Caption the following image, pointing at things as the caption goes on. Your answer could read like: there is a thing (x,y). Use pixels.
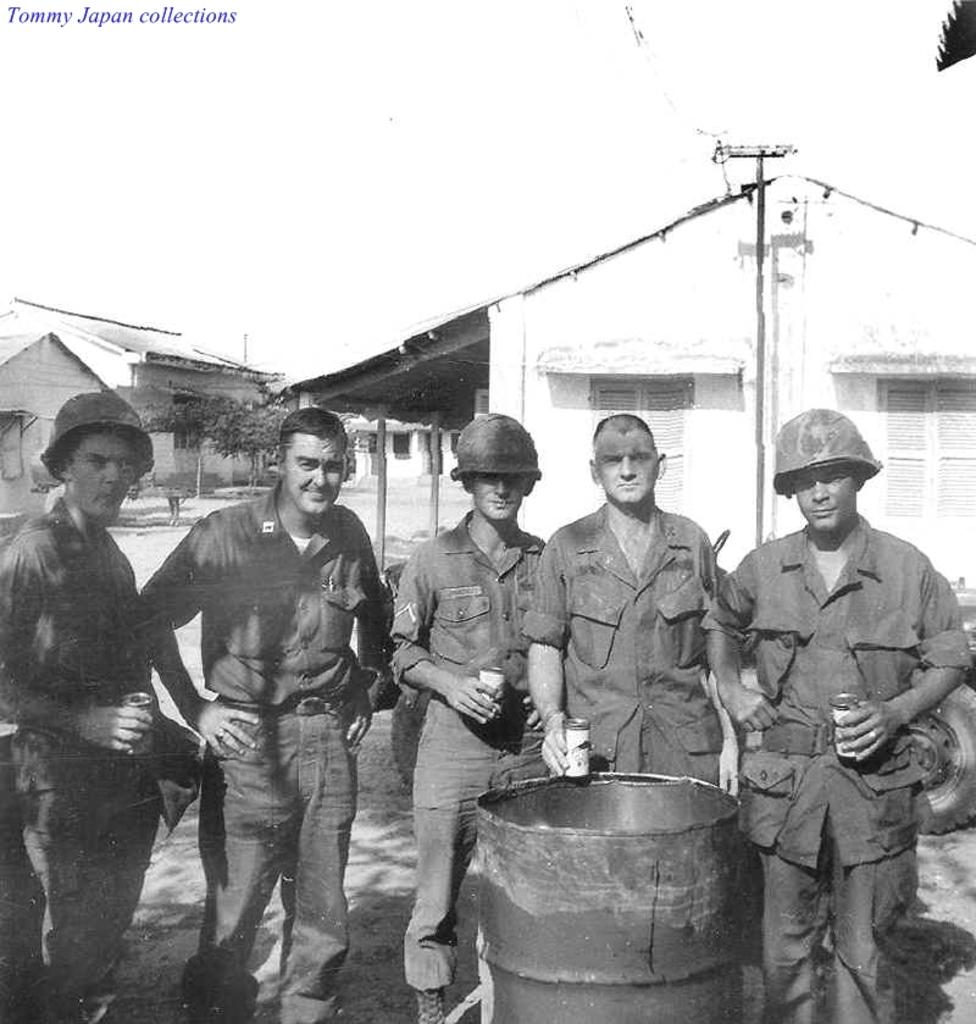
This is a black and white image, in this image in the center (453,677) there are some persons (374,674) who are standing and there is one drum (538,893) and four of them are holding some containers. In the background (266,378) there are some houses (39,425) and some trees (227,448), at the top of the image (372,131) there is sky (509,131).
